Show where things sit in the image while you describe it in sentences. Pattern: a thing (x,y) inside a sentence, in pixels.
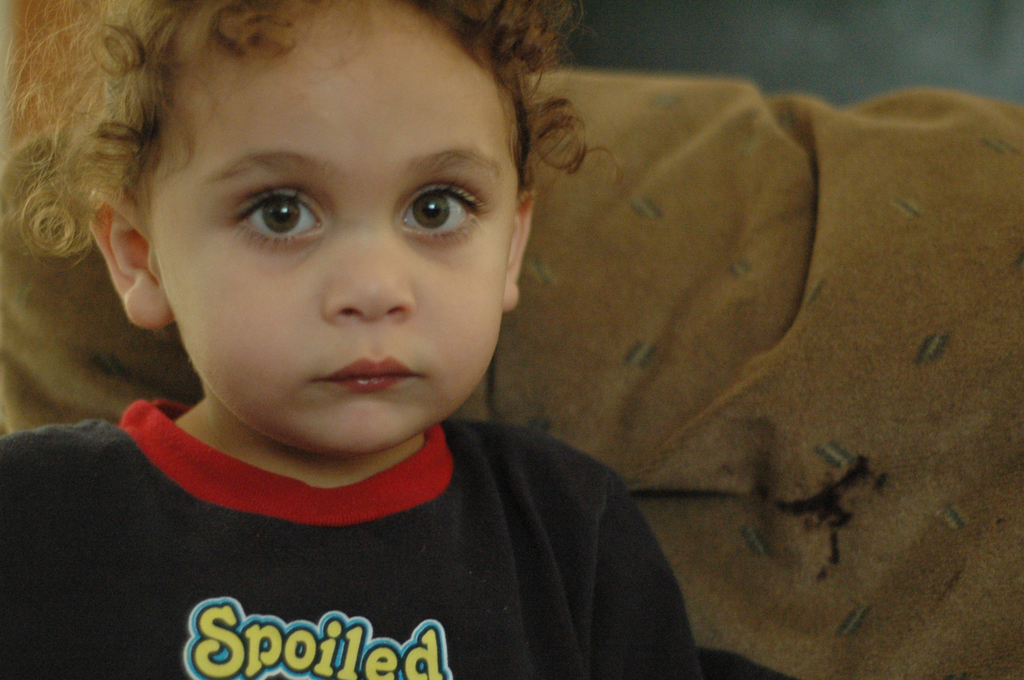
This picture is mainly highlighted with a kid (362,488). He wore a black colour t shirt (415,567). We can see the hair (501,32) of the kid (282,30) is curly. Behind to him there is a blanket (741,424) which is brown in colour.
